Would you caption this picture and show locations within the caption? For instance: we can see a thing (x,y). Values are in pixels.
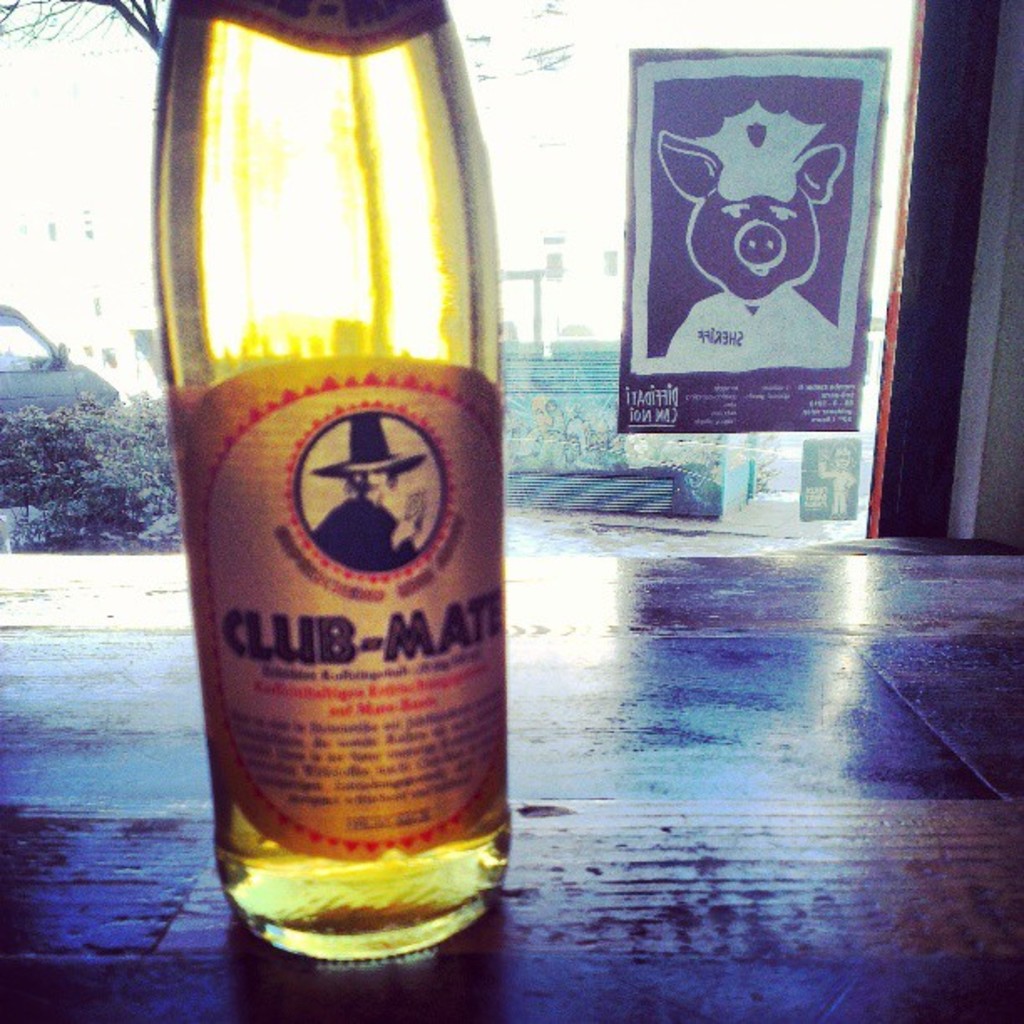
In this image one bottle (395,517) is placing on the table (546,847) and behind the bottle (377,548) there is one car (15,382) and plants (130,431) are there and the background (134,310) is sunny.
